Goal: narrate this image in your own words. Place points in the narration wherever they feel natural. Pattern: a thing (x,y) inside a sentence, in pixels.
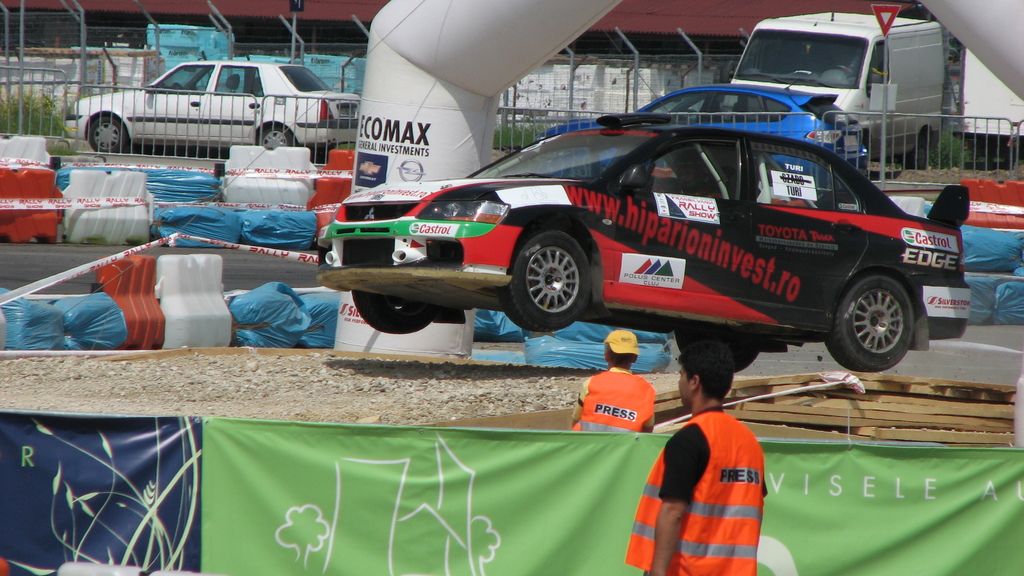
In this image I can see few vehicles (555,219) and here I can see something is written at few places on this car (699,216). I can also see few people (707,560) are standing. In the background (157,314) I can see few red and white colour things (184,275). On this banner (19,499) I can see something is written.
